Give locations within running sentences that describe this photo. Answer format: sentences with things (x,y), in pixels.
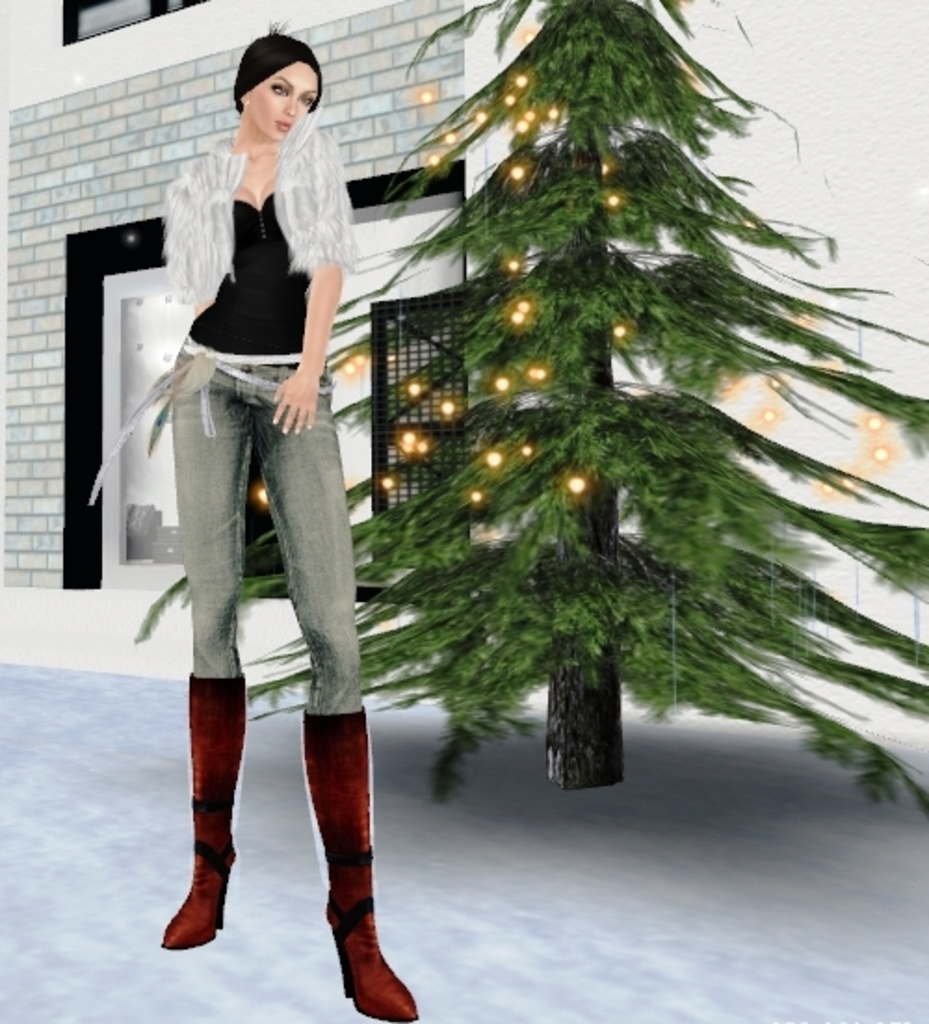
This picture is an animated image. We can see a lady (255,298) is standing on the left side of the image (221,491). On the right side of the image (629,287) a christmas tree (628,307) is there. In the background of the image (394,134) we can see a wall (761,165). At the bottom of the image (721,928) floor (727,928) is there.
